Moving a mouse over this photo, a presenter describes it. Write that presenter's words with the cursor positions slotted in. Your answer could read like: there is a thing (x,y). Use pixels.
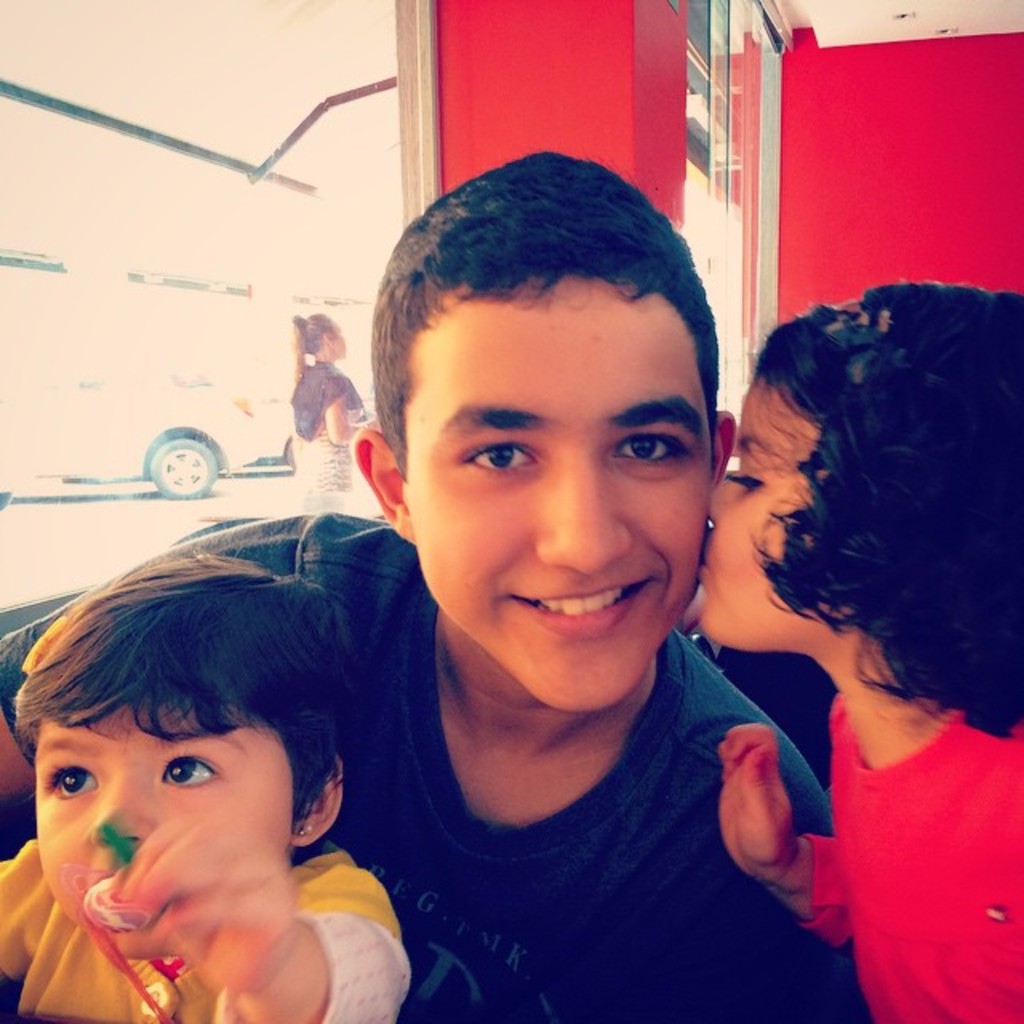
In this picture there is a boy (456,557) in the center of the image (468,481) and there are two children (862,616) on the right (862,616) and left side of the image (275,939) and there is a car (209,408) and a lady (354,408) in the background area of the image (156,375).
